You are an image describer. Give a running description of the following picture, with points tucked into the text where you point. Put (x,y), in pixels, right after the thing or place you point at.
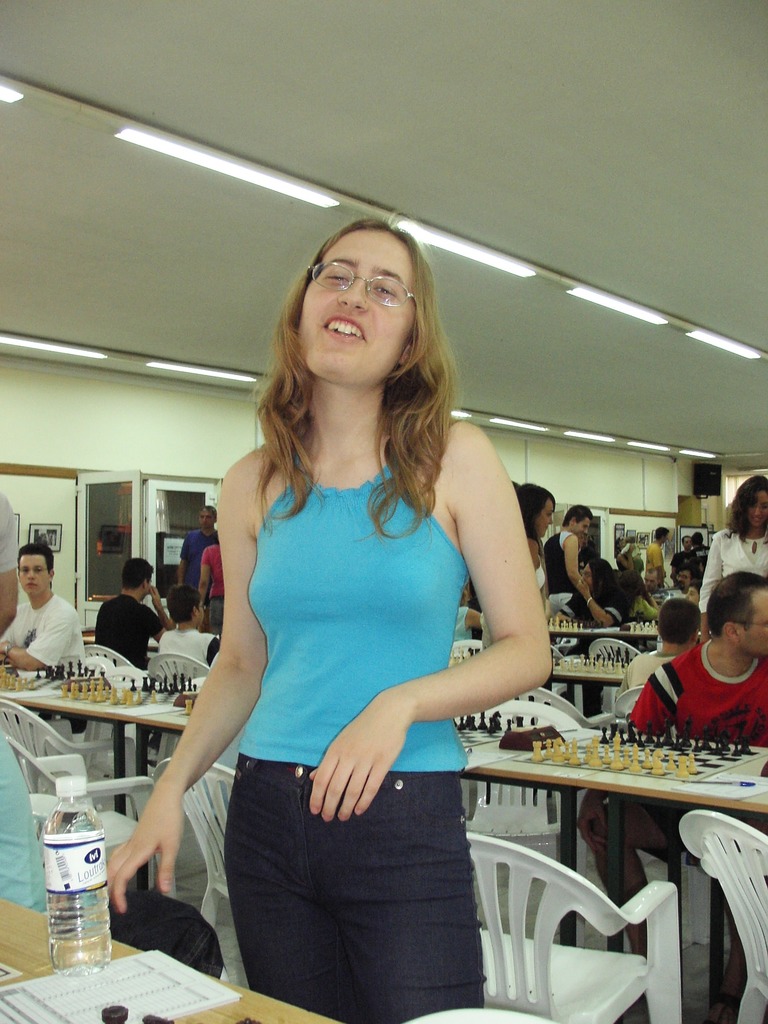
In this image I see a woman (349,352) who is standing and I can also see that she is smiling. In front of her there is a table (4,955) on which there is a paper (30,1015) and a bottle (58,783). In the background (207,845) I see lot of people (3,786) and chairs (750,861) and the tables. I can also see there are chess boards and the coins (177,692) and on the ceiling (51,121) I see the lights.
